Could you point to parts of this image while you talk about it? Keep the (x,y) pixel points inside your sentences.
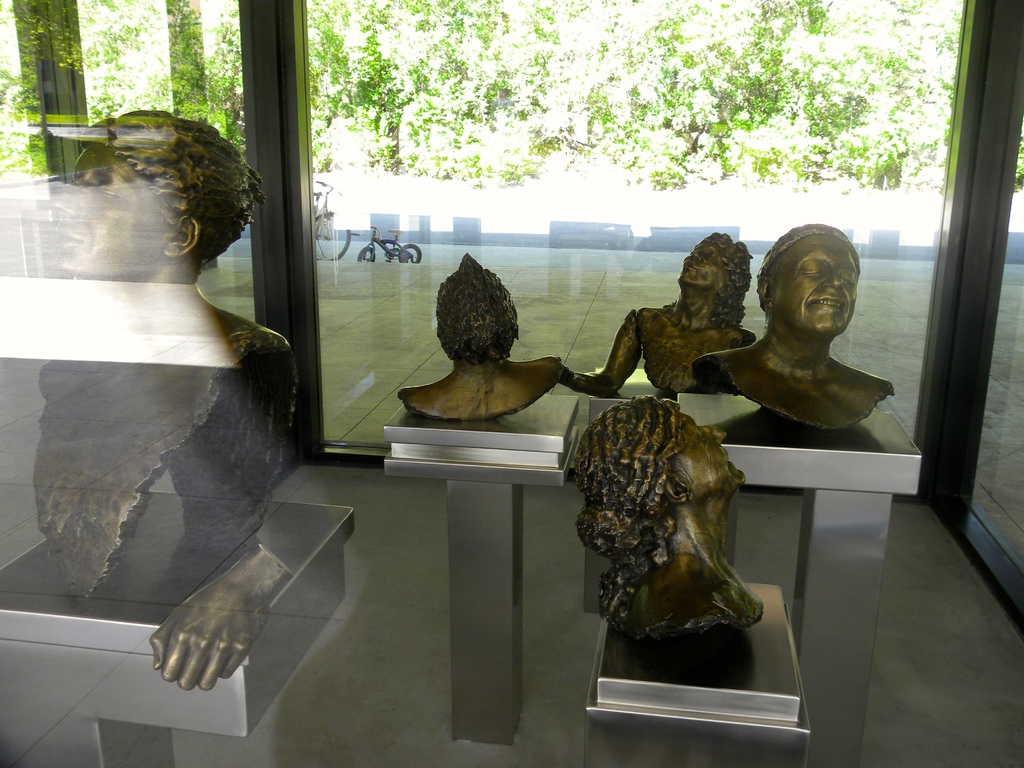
Some artifacts (186,341) are showcased in a glass enclosure (250,243). They depict humans (77,540). There are two bicycles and some trees (421,155) in the background (323,112).
